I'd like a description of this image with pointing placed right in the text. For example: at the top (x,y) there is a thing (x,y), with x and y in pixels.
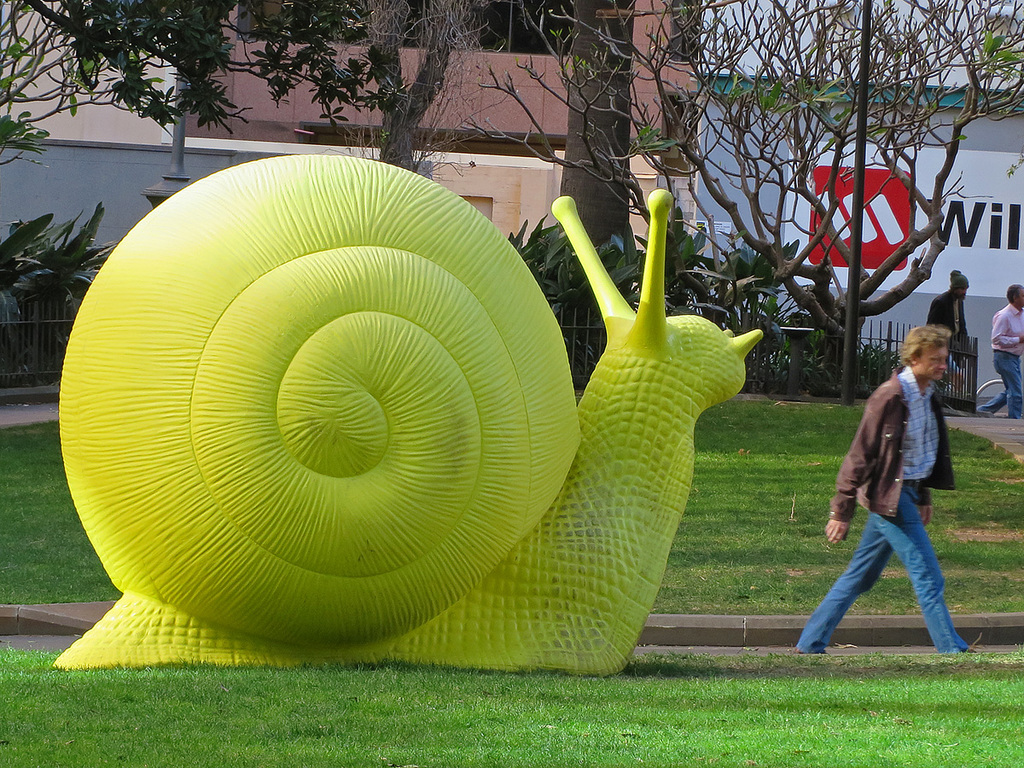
In the center of the image (396,407) a statue (422,346) is there. In the background of the image (627,130) we can see the trees (618,107), buildings (537,180), plants (30,268), fencing (32,314), pole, board (950,182) are present. On the right side of the image (952,477) some people (919,536) are walking. At the top of the image (769,17) trees (776,38) are there. At the bottom of the image (748,719) ground (755,729) is present.
